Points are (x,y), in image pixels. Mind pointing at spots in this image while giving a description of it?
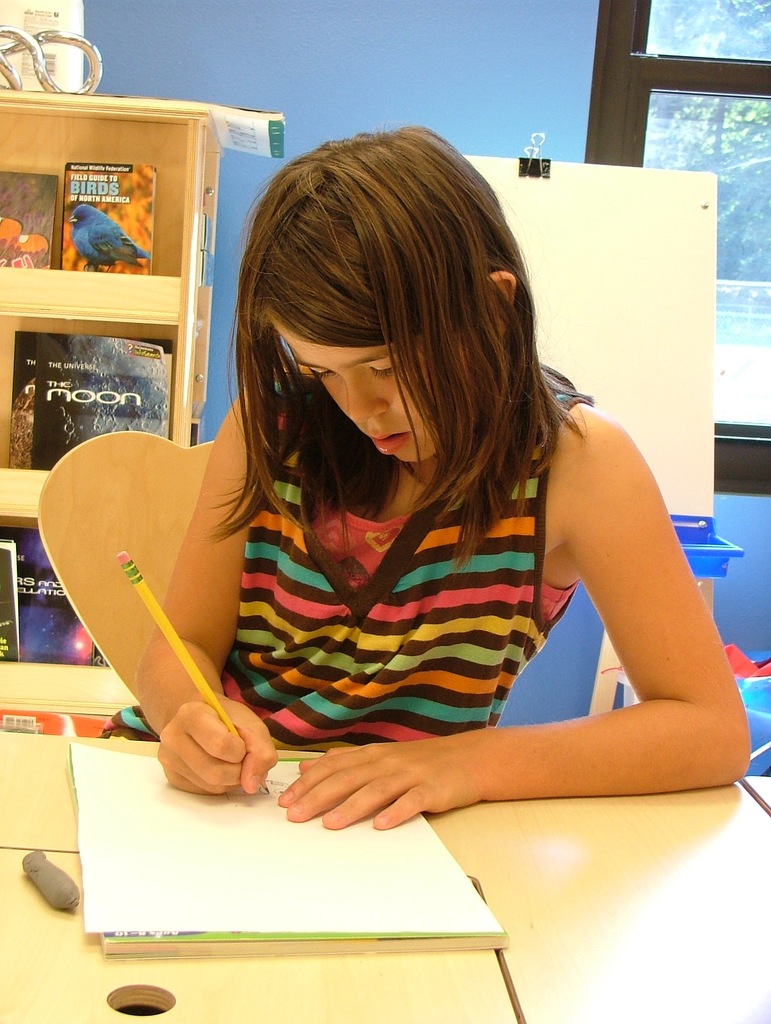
This picture shows a girl (222,494) seated on the chair (115,641) and writing on a paper (186,796) with a pencil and we see a table (293,1002) and a bookshelf (128,397) back of her
